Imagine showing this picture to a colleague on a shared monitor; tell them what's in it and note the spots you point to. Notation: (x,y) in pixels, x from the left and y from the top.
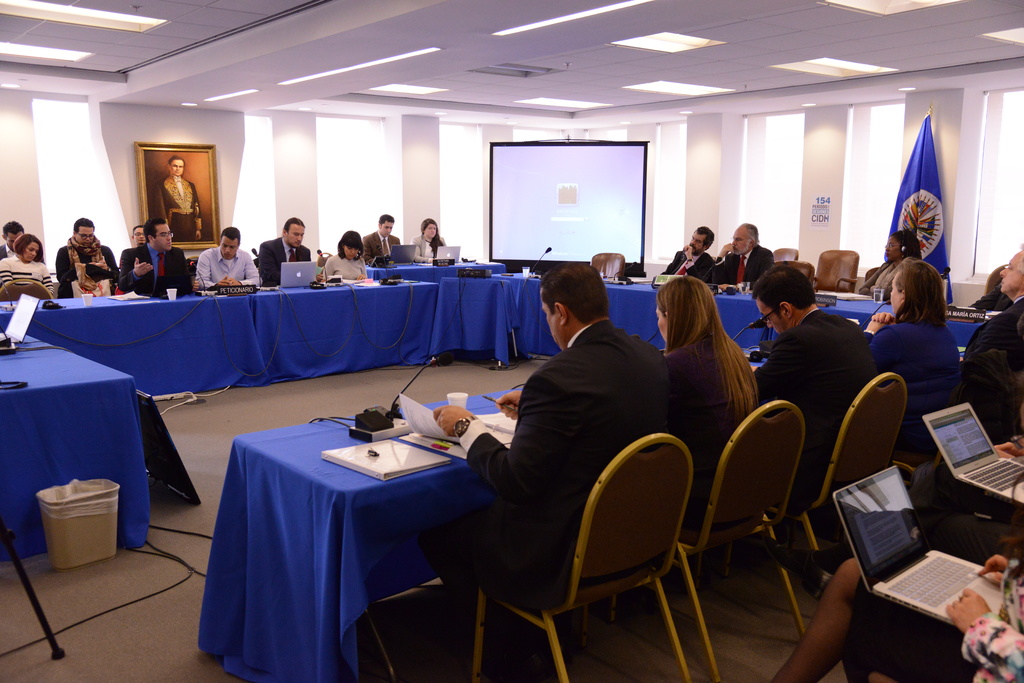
In this image there are group of persons (713,241) sitting on a chair (691,482) on the extreme right there are two persons (987,547) sitting having laptop (944,595) on their laps (969,511) in front of them a person (591,446) sitting on a chair (609,518) with a suit (571,459) is seeing on the paper (497,423) holding a pen (502,404) in his hand (515,403) and opposite to him a person (161,260) is having a discussion with a group of members (295,259) sitting in the hall (356,343). In front of the person (146,280) a table (132,302) is covered with a blue coloured cloth (100,312) on that table (219,311) we can see laptop (29,323) a glass (172,297) and a mic (265,286). In the background of this person (170,252) there is a wall frame (186,189) hanged to the wall (233,174) and at the right side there is a screen (586,209) and right side of the screen (616,208) there is one flag (913,200).
